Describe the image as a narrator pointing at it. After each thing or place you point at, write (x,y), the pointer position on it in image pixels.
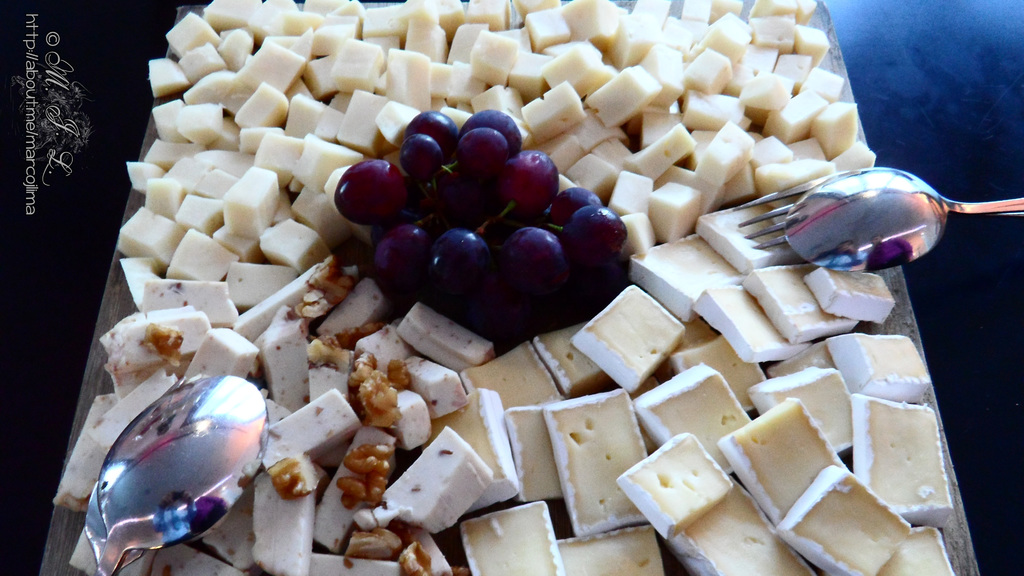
Here I can see few grapes (401,206), some food items (603,510) and two spoons (245,446) are placed on a tray (953,538). This tray (903,325) is placed on a table (975,298). On the left side (40,133), I can see some text (27,106).
